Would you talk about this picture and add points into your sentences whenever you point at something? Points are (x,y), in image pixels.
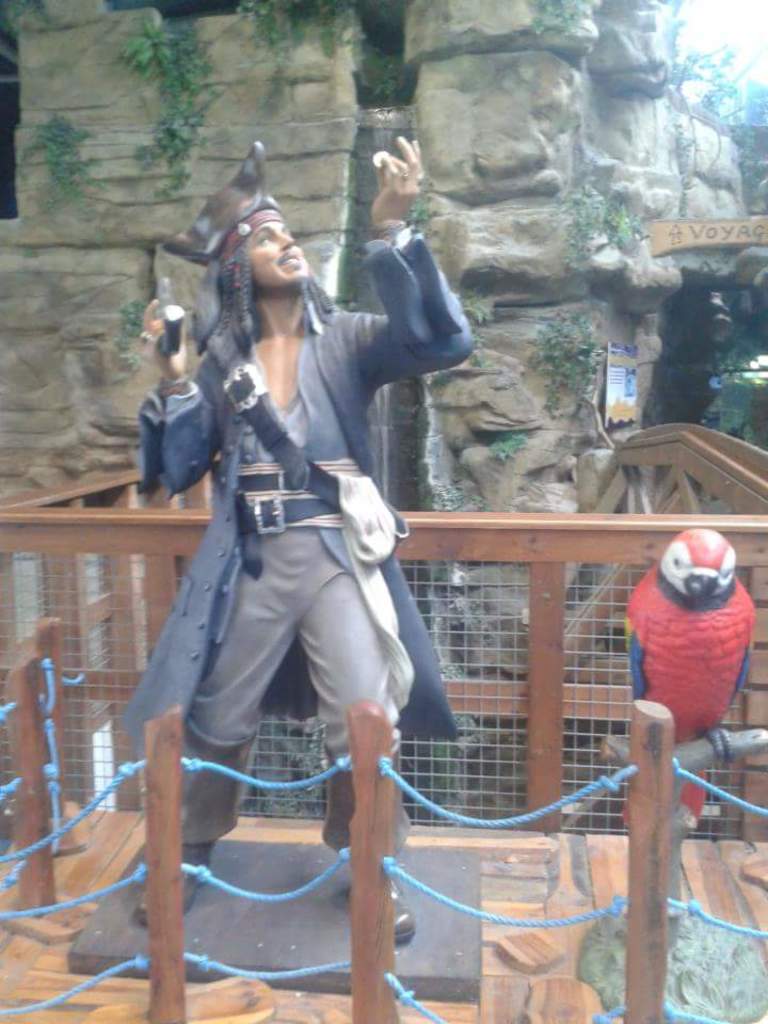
In this image in the center (262,548) there is a man (285,568) standing. In the front (157,876) there is a wooden stand (164,866) and on the right side (690,665) there is a bird (694,662) standing. In the background (124,549) there is a fence (508,628) and there is a wall (443,249).
